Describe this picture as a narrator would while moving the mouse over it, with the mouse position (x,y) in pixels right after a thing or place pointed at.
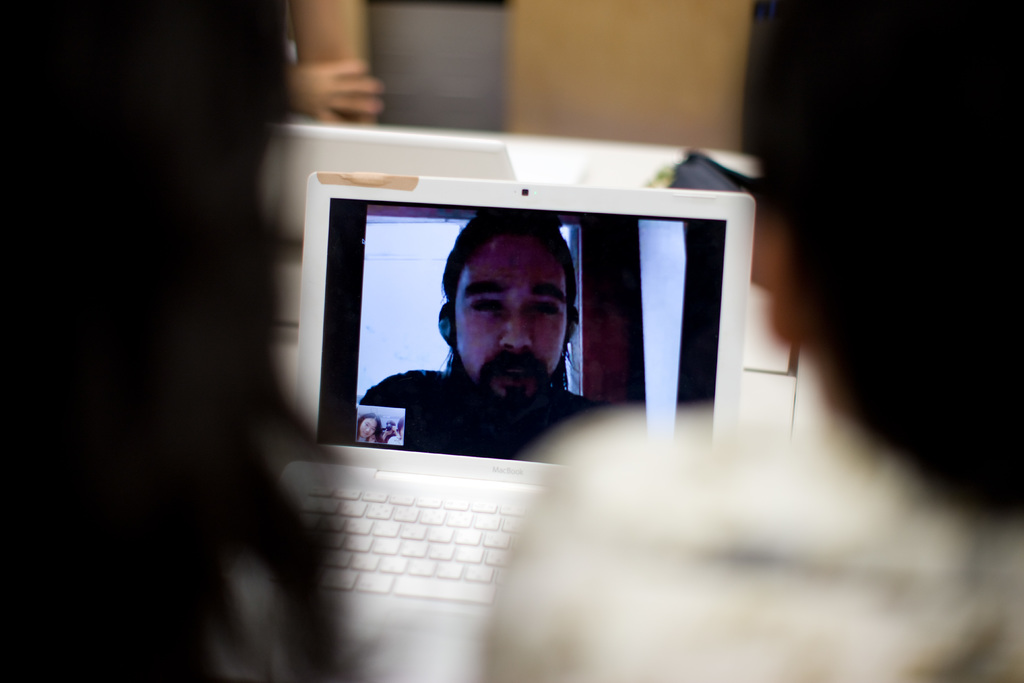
In this image there are two persons (590,461) on a video call with another person (485,242) on a laptop (548,282).
